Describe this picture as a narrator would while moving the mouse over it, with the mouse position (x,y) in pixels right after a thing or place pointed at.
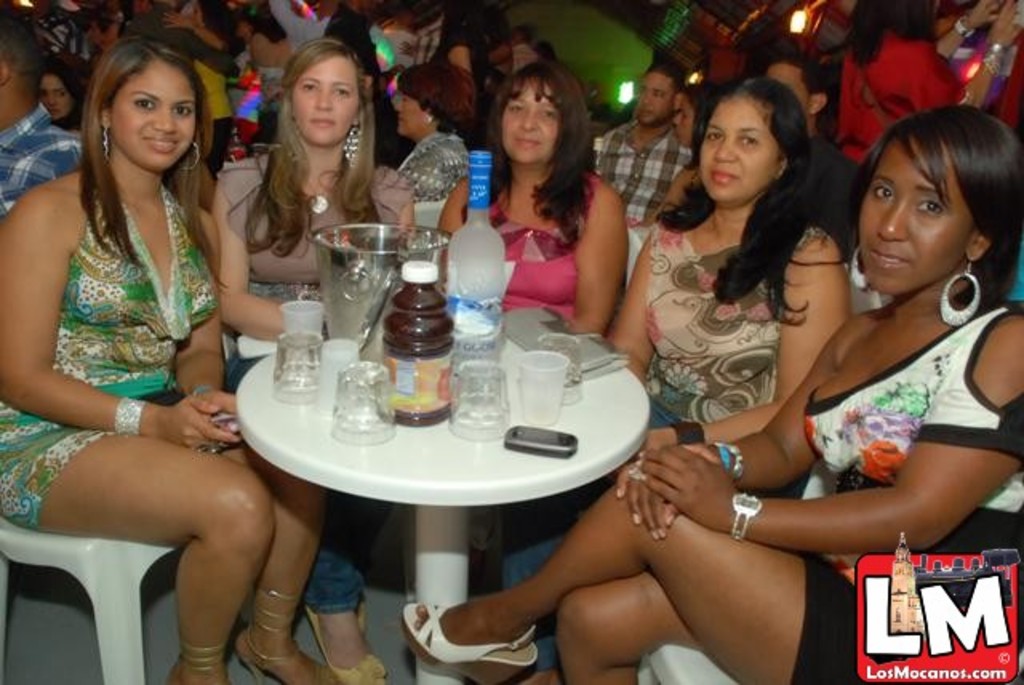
In this image I can see number of people (764,548) where few women (702,488) are sitting on chairs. On this table (268,444) I can see few glasses (376,429) and bottles (450,281).
